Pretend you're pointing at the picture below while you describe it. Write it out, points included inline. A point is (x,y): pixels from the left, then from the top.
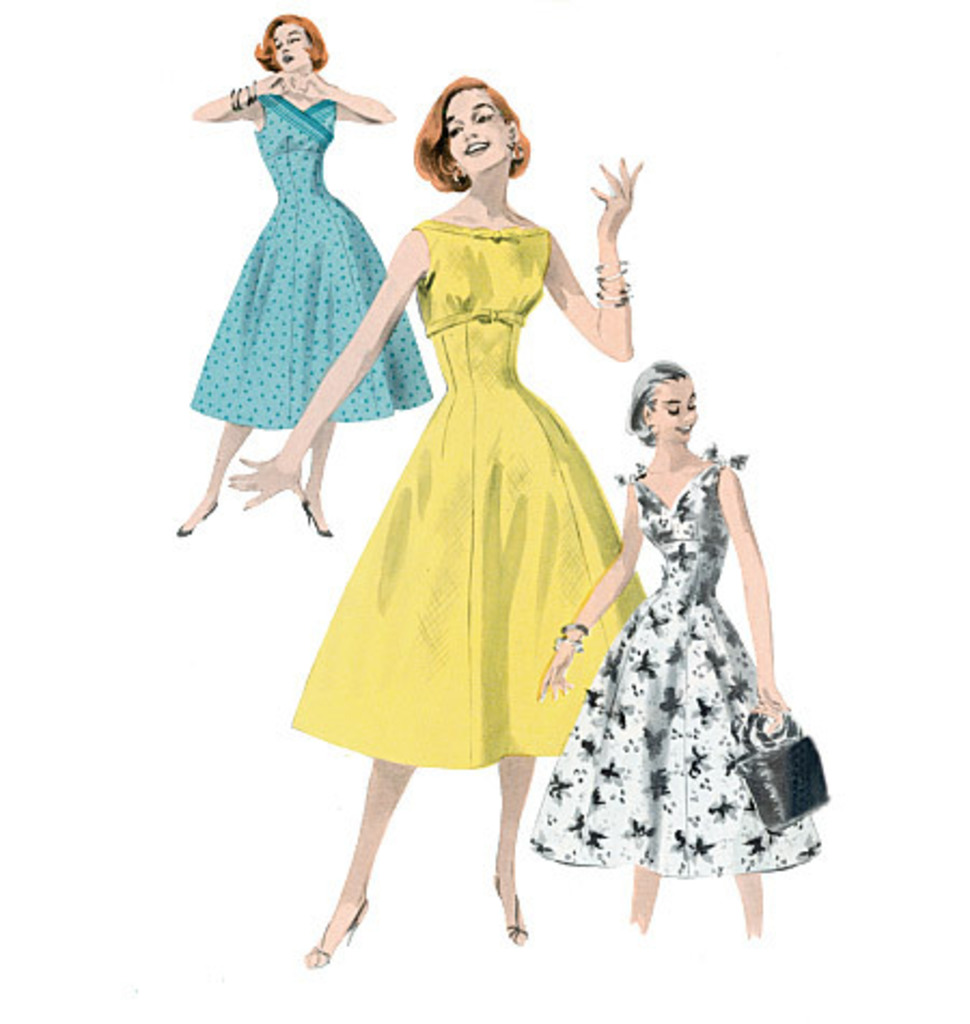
There are paintings (548,510) of three women (568,306) who are standing and smiling on a white color surface (172,131). And the background (217,833) is white in color.
